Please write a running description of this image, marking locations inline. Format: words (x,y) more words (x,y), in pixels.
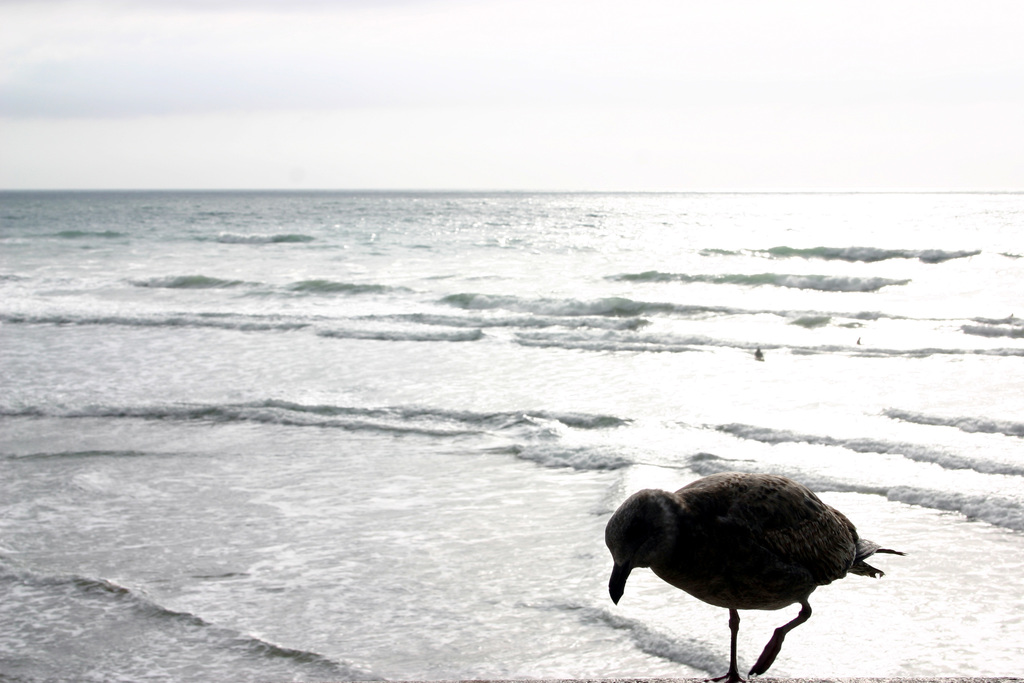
There is a bird (800,496) standing. In the background (723,388), there are tides (301,299) of an ocean (460,306) and there are clouds (441,135) in the sky (244,95).
